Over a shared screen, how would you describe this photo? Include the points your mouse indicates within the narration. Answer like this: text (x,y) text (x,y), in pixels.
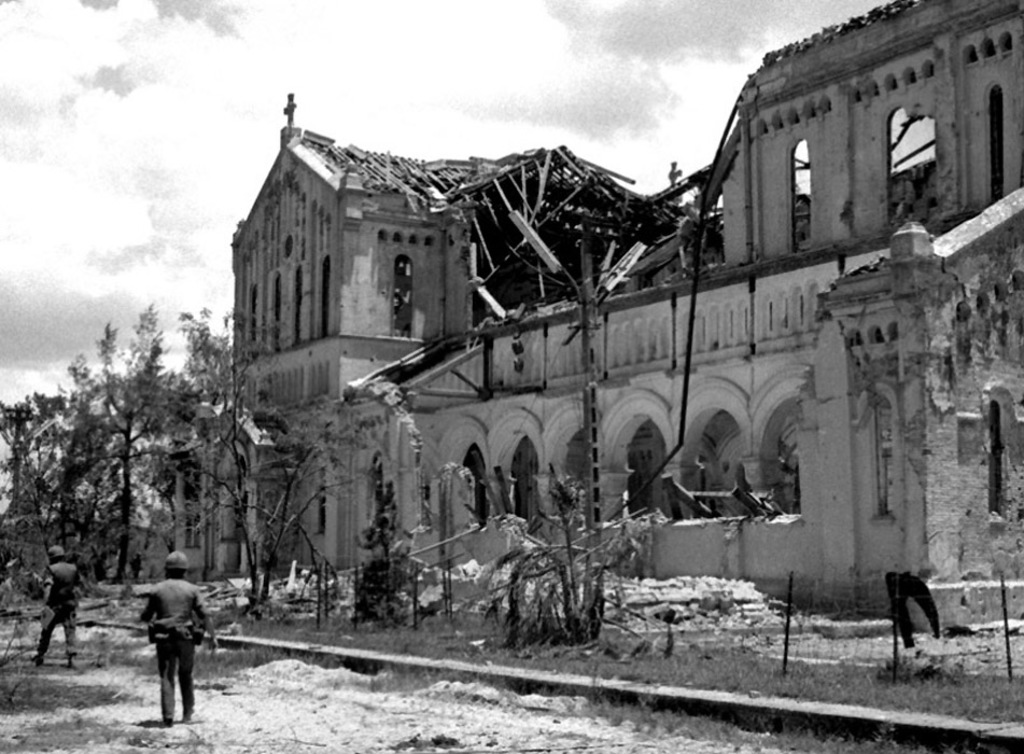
In this image I can see two people (66,632) standing on the ground (136,694). To the side of these people (188,663) I can see many trees (246,533) and the building (516,348). In the back (214,148) I can see the clouds (146,152) and the sky (214,148).
